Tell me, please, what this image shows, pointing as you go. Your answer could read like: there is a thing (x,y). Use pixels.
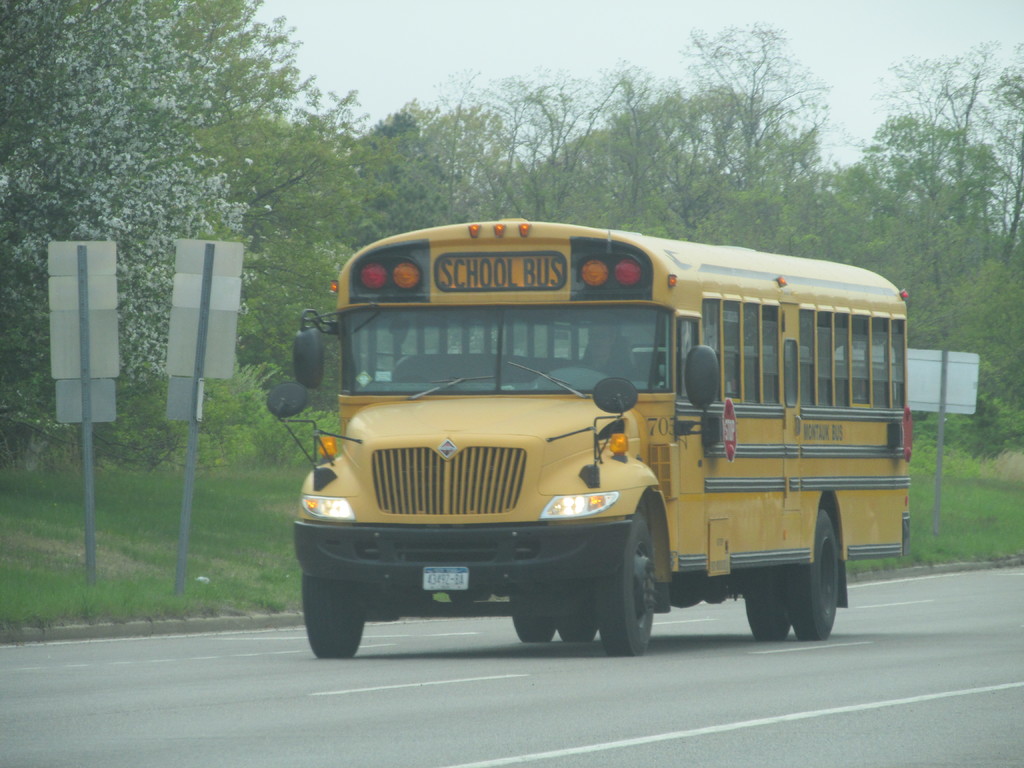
This is a school bus (653,574), which is on the road (509,665). I can see the boards (115,294), which are attached to the poles (944,354). Here is the grass (215,562). These are the trees (675,151) with branches (553,191) and leaves (225,198). This is the sky (396,35).
